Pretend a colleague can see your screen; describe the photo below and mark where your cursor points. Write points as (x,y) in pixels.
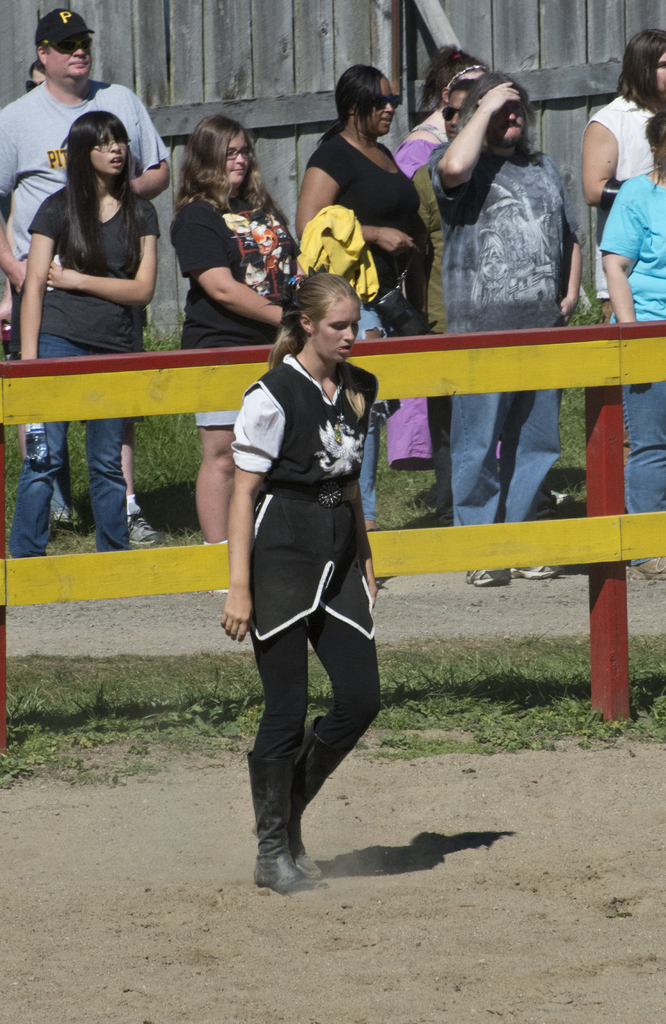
In the picture we can see a woman (281,420) walking on the ground surface (52,808) and behind her we can see a railing (187,386) which is yellow in color and behind it, we can see a path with many people (146,250) are standing and behind them we can see the wooden wall (146,1).
